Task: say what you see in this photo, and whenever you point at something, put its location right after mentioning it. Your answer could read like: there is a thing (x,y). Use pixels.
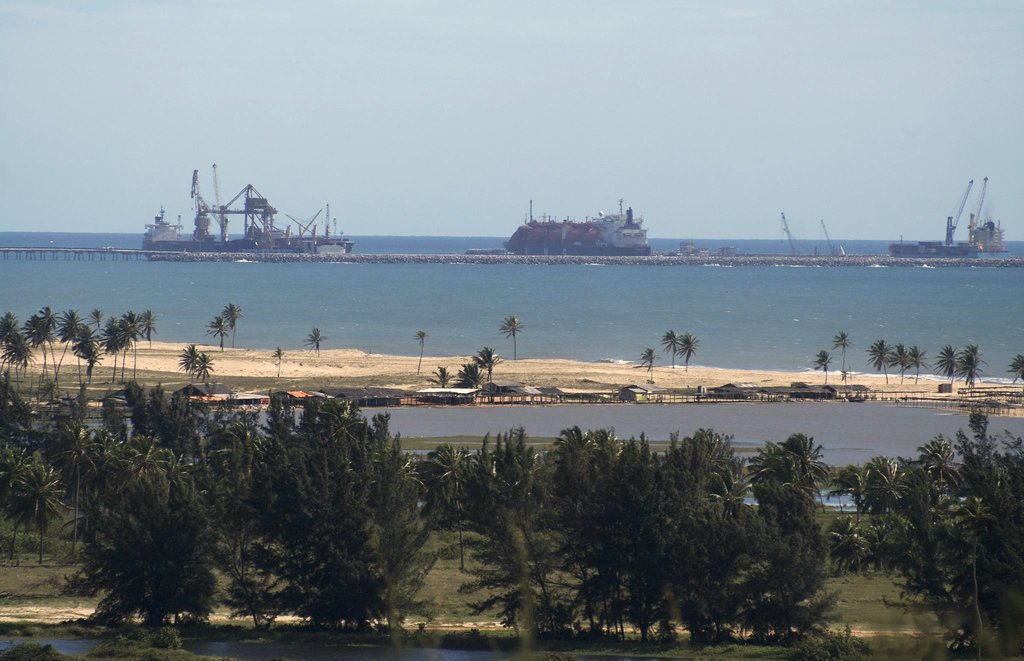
In the foreground (580,444) I can see trees (371,486), grass (479,577), water (557,418) and a bridge (778,256). In the background (562,285) I can see boats (606,225) in the water (690,271) and the sky (598,100). This image is taken may be near the ocean (746,358).
